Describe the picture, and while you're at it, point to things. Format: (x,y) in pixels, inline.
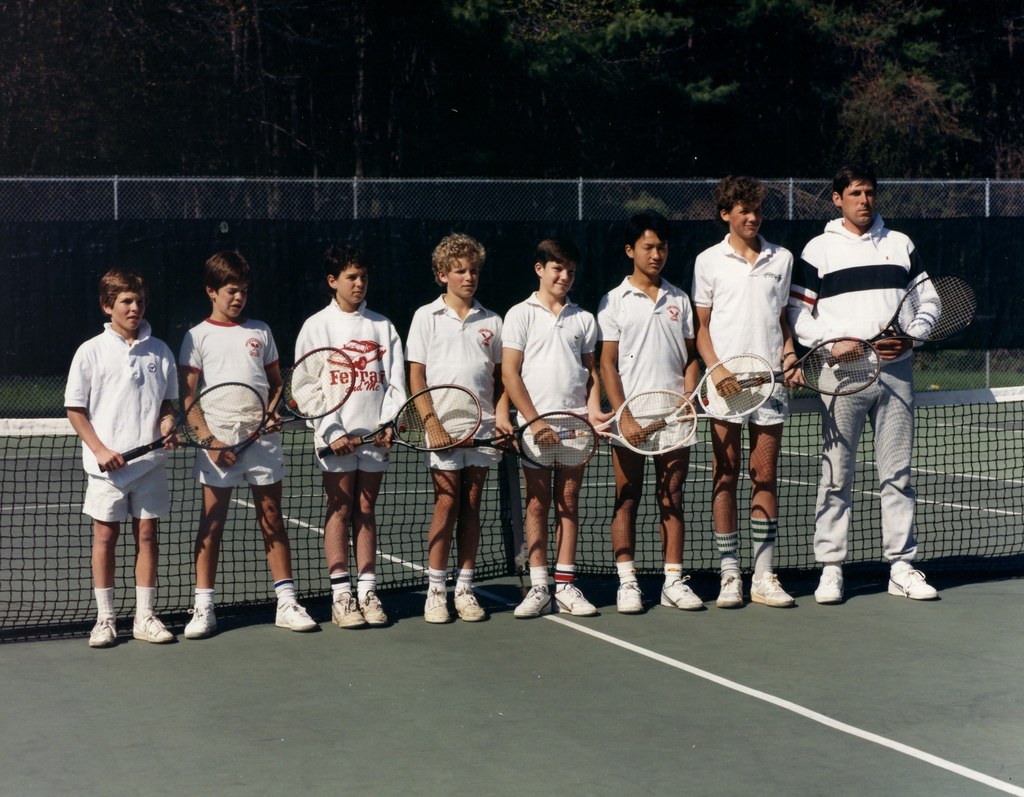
On the background (417,102) we can see trees (535,87). Here we can see persons (276,362) standing, wearing white color shirt (124,418) holding racket (750,370) in their hand (429,429). Behind to these persons (112,525) we can see a net mesh (653,495). This is a playground (379,690).
